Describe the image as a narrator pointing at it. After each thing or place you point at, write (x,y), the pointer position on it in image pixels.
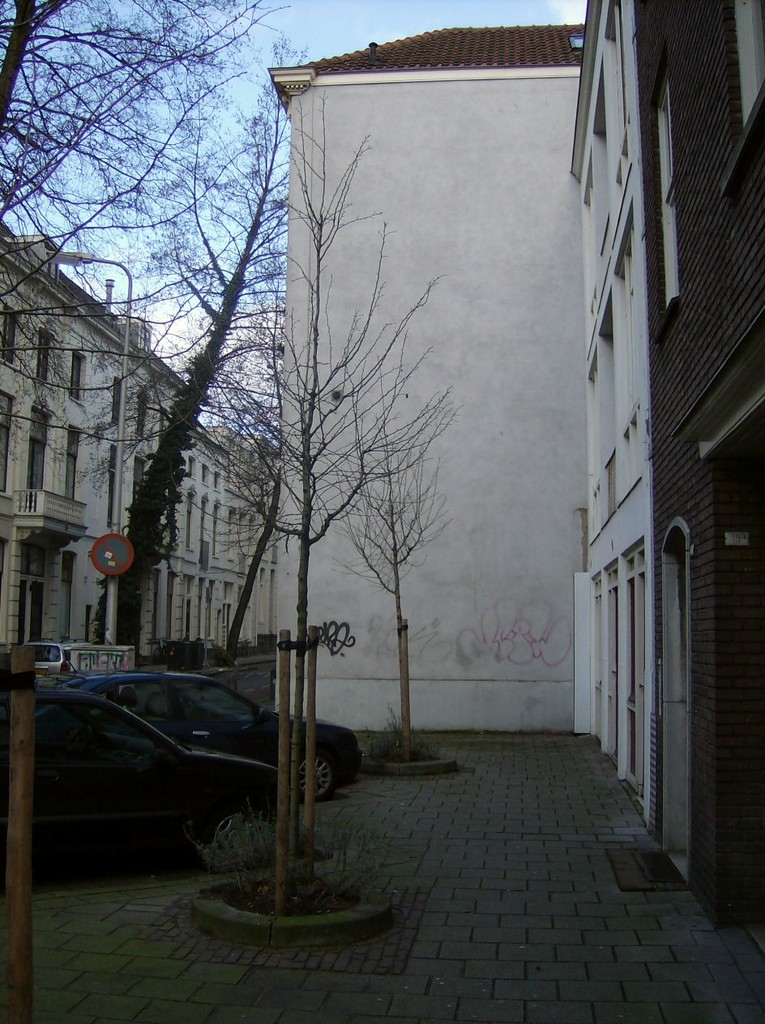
In this image we can see some buildings (578,586) and there is a pavement (720,973). We can see some trees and vehicles (232,777) and there is a pole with a sign board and street light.
